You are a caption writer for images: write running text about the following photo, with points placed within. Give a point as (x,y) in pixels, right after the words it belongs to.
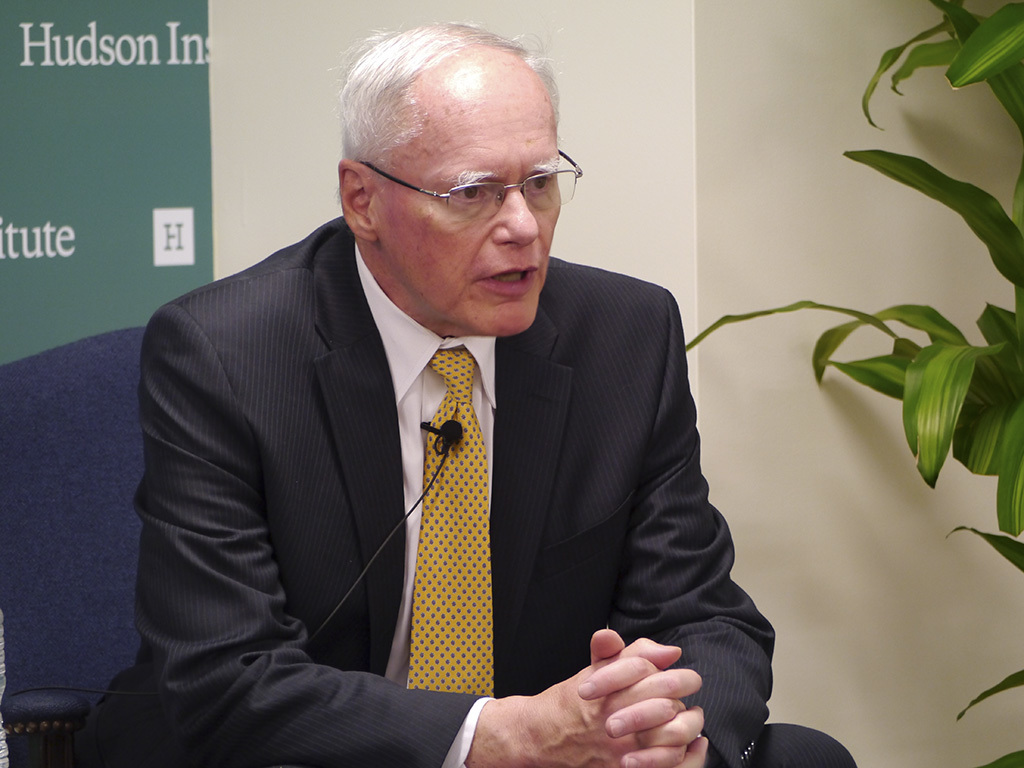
In this picture we can see a man (293,379) wore a blazer (339,328), tie (467,494), spectacles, sitting on a chair (74,345) and in the background (705,217) we can see the wall (750,87), leaves (904,155).
